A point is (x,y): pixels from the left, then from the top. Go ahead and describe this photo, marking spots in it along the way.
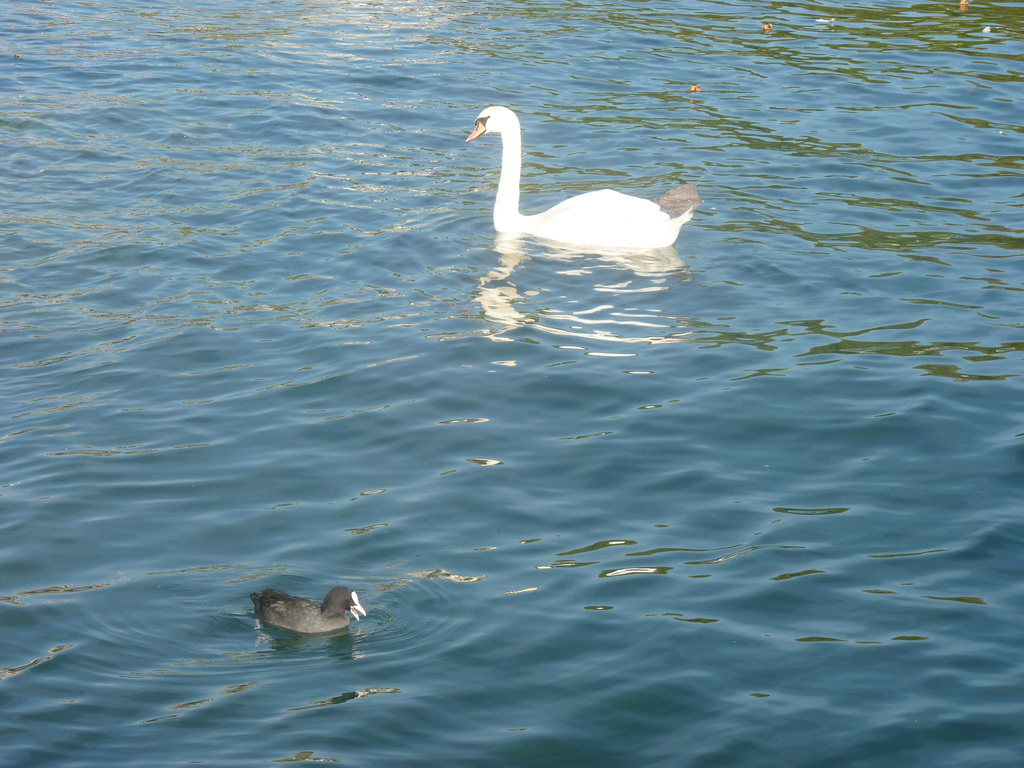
In this picture I can see a swan (559,230) and a coot (326,604) in the water (314,579).
